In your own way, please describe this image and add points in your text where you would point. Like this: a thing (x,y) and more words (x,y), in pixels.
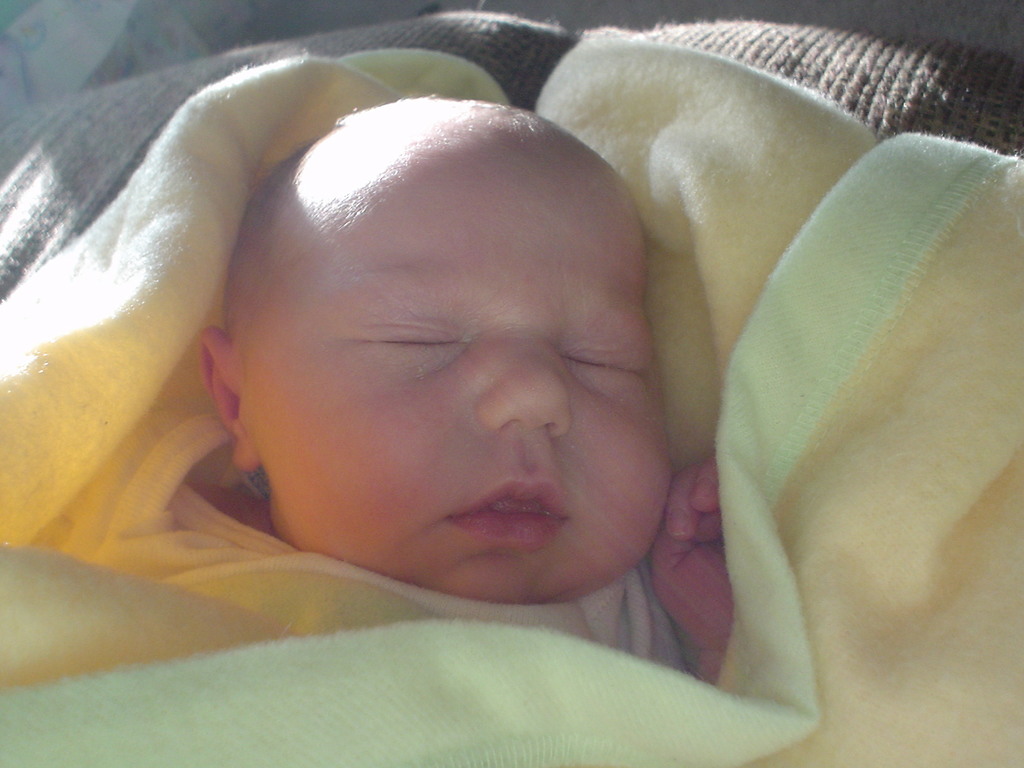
In this image I can see a baby (611,423) is lying on a bed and I can see a blanket (350,603). This image is taken, may be in a room (389,573).
